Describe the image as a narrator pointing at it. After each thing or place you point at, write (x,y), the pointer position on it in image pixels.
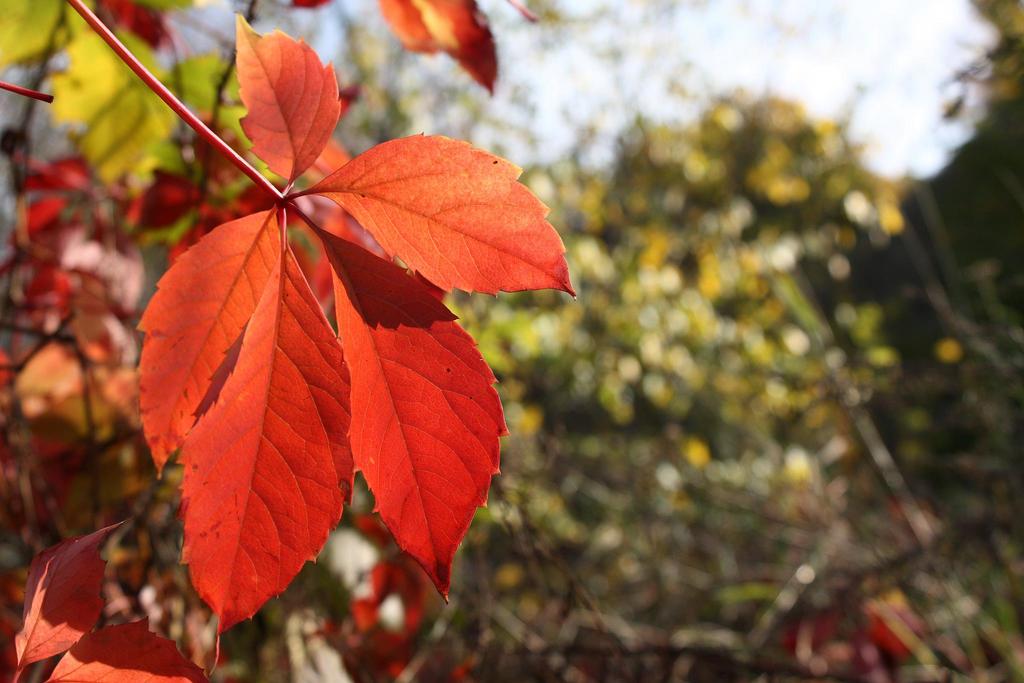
In this picture we can see leaves (185,331) and in the background (922,229) we can see trees (625,331), sky (690,63) and it is blurry.
